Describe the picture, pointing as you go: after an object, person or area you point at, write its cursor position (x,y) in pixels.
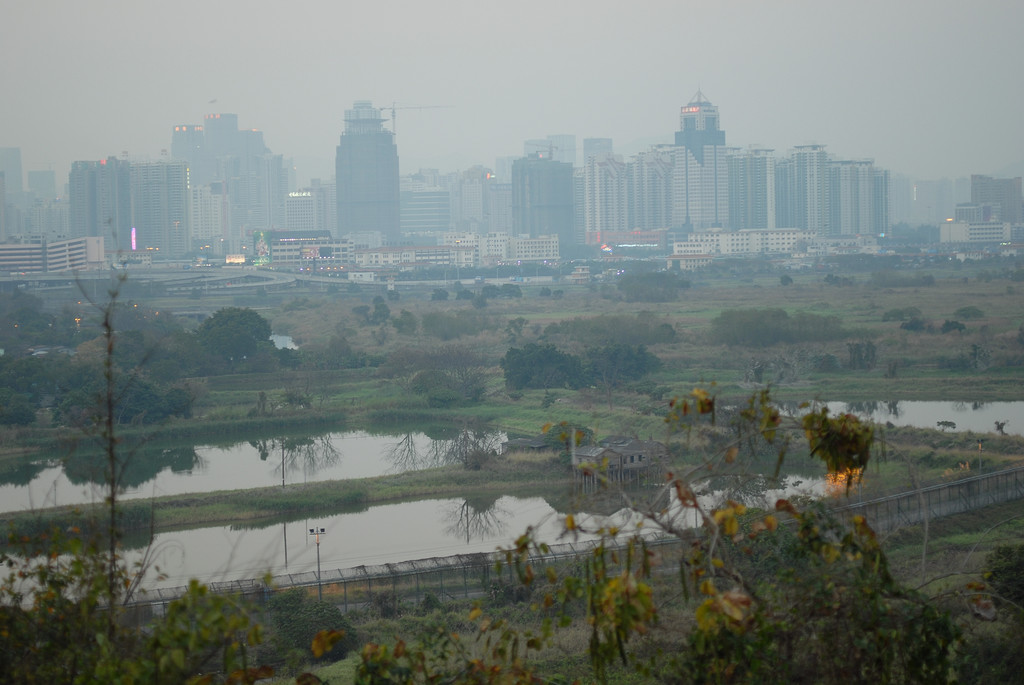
In this image there are ponds (237,534) across the ponds (221,534) there is fencing (945,489), in the background (114,211) there are trees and buildings (647,231).
